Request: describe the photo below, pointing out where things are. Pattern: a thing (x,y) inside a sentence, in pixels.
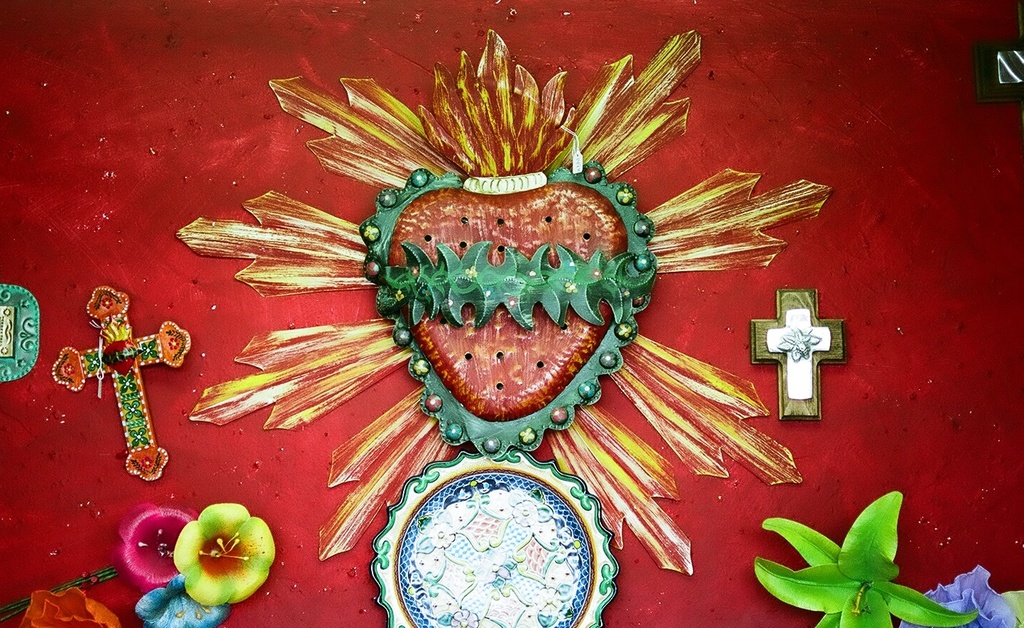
In this picture we can see wall design art (440,549), there are Christianity symbols (814,340) here.
